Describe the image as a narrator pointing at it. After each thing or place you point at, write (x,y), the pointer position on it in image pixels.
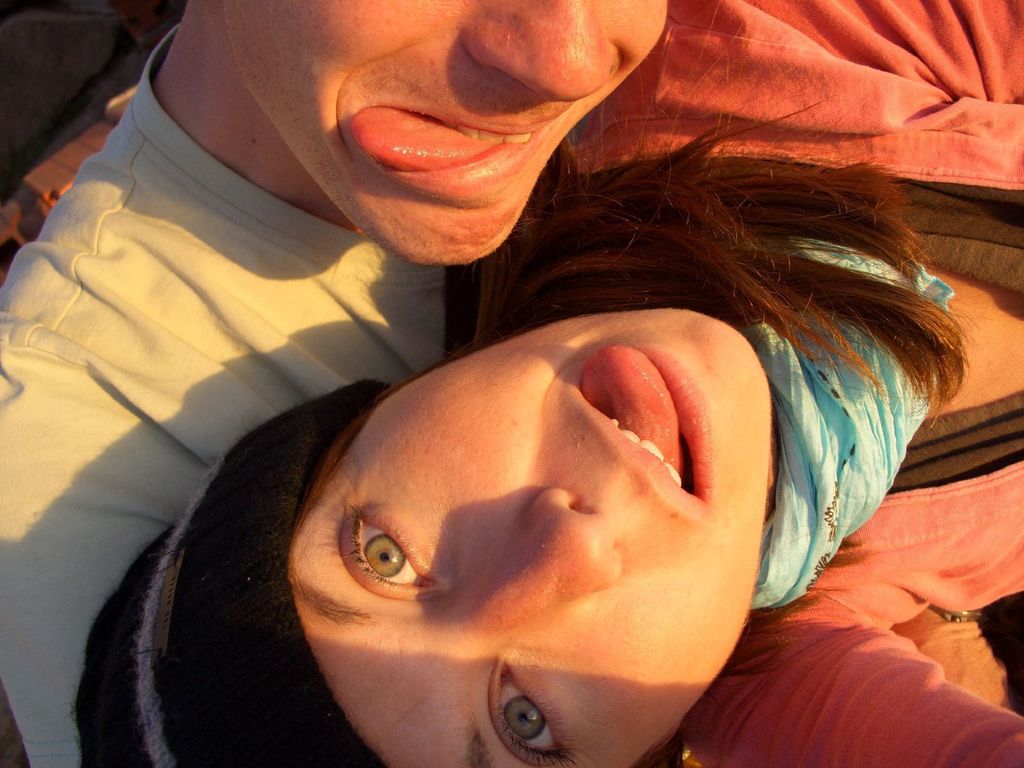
In this image there are two persons (213,382) who kept their tongue (435,144) outside.
